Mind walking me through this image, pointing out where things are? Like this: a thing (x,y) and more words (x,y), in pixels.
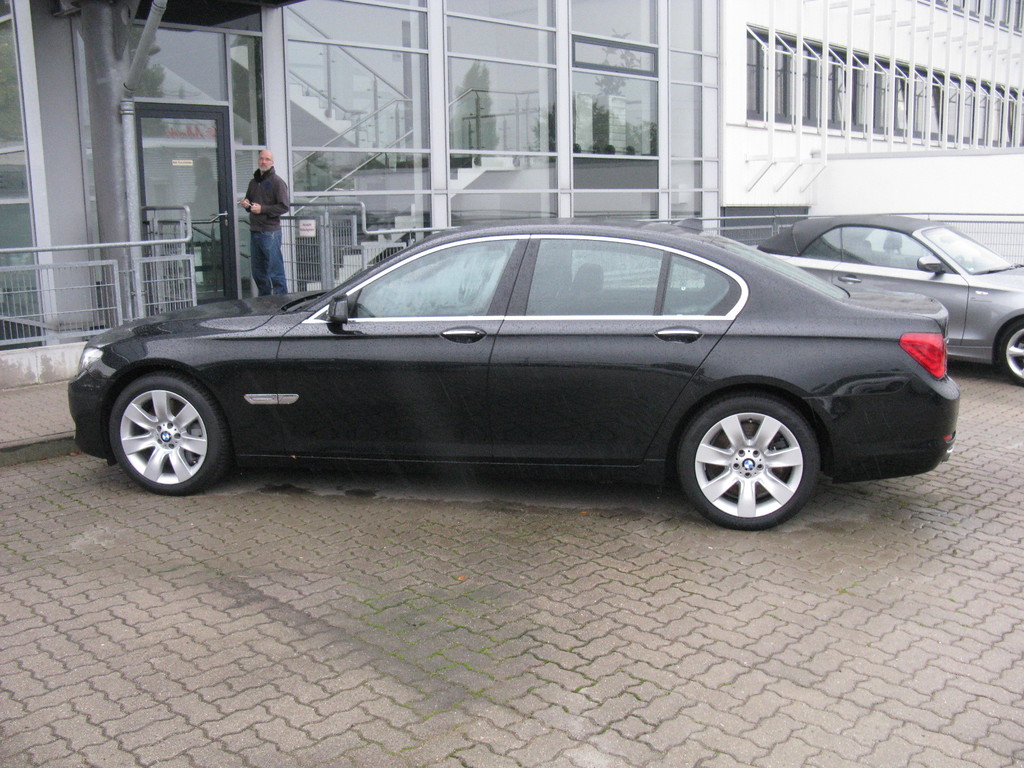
In the middle of the image (492,270) there are some vehicles (464,276). Behind the vehicles (243,301) a man (273,289) is standing and there is a fencing (166,295). At the top of the image (325,16) there are some buildings (1000,31).
